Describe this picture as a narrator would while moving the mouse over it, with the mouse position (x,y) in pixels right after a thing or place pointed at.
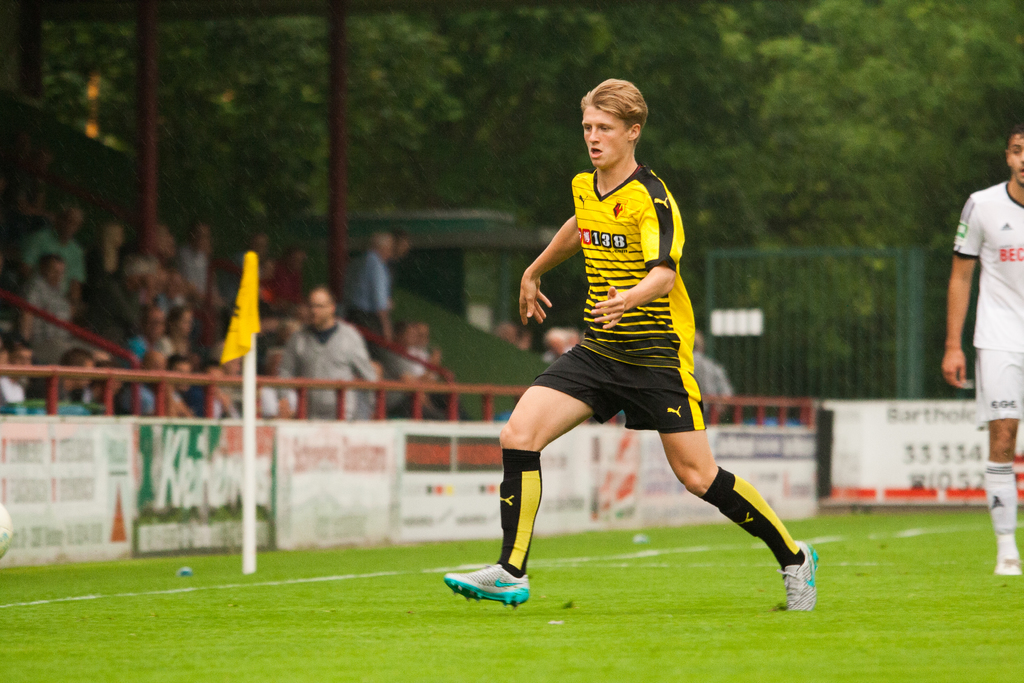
In this image there is ground (505,667) at the bottom (524,664). There is a person (1018,199) standing on the right corner (1001,517). There is a person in the foreground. There is a metal fence (149,371), there are people (187,349), there are metal poles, there is a pole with a flag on the left corner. There is a metal fence (775,328), there are trees (697,103) in the background (671,110).
